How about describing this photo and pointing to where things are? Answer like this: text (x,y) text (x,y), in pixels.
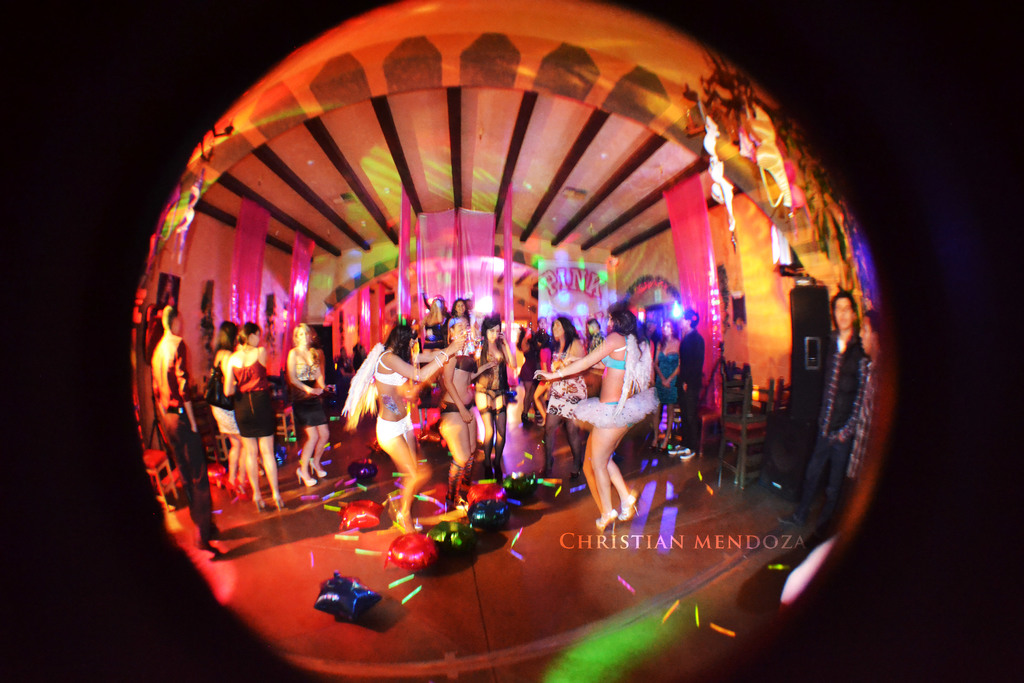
This looks like a edited image in a spherical shape. Here we can see few persons (450,440) are dancing on the floor (365,437) and few (246,348) are standing on the floor (340,437). We can also see chairs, frames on the wall (266,268), chairs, lights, clothes (252,278) and other objects (578,305).
